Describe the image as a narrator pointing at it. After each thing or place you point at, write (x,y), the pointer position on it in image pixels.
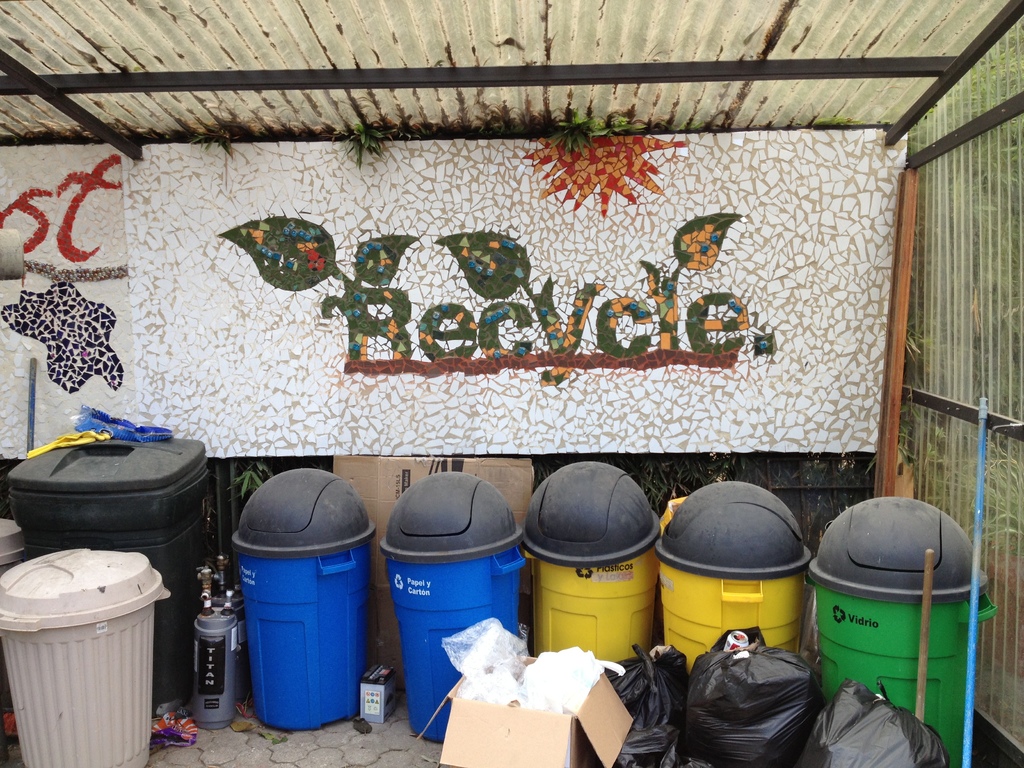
In this image there are waste containers (351,572), cardboard boxes (384,460), cylinders (234,609) and covers (689,732) on the ground (270,756). Behind them there is a wall (62,201). There is a board (497,203) hanging on the wall (464,216). There is text (462,309) on the board (561,310). At the top (464,34) there is a ceiling (506,34). To the right (972,659) there are sticks (924,603).
